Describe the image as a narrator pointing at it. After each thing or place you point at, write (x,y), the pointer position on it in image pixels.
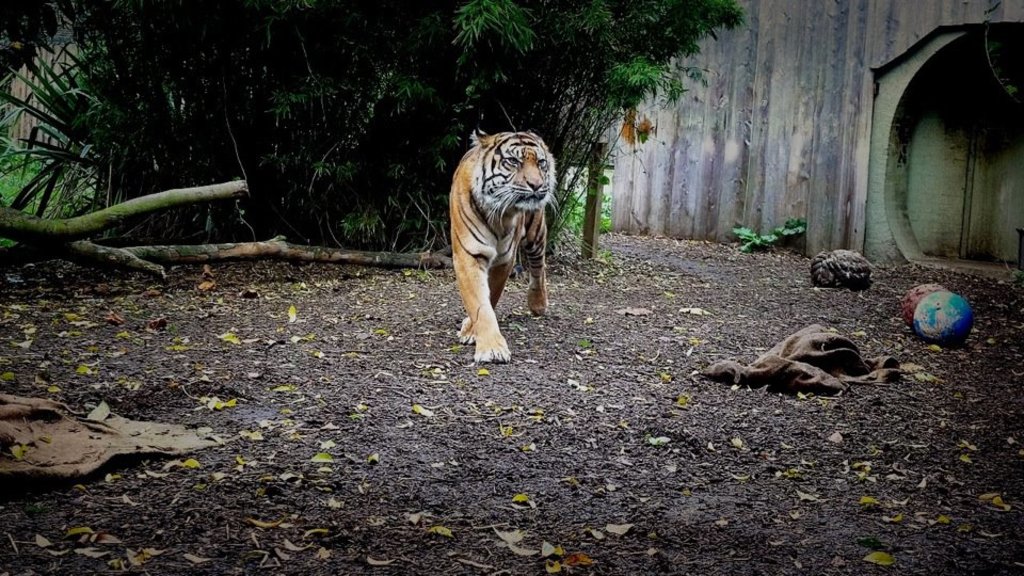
In this image in center (497,279) there is a tiger (509,251), and at the bottom (173,504) there is sand (795,437) dry leaves (699,314) and some scrap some stones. And in the background (822,132) there is a wall (735,150), trees (580,108), plants (85,205) and some objects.
